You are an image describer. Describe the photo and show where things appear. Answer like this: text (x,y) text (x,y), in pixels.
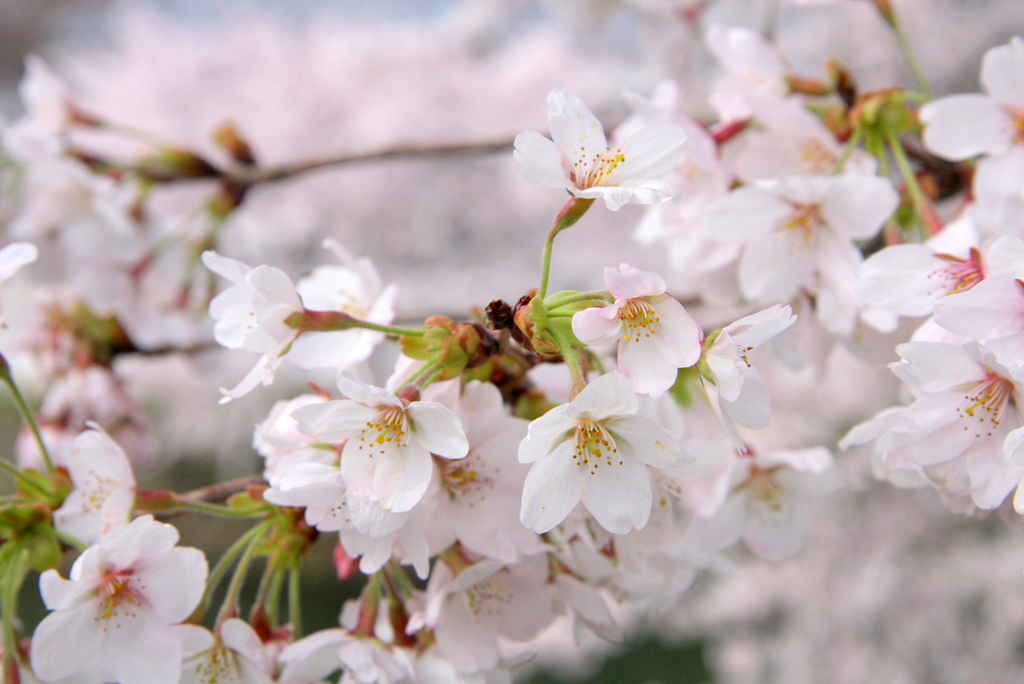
In this image in the foreground (484,467) and background (163,83) there are some flowers (819,232).
